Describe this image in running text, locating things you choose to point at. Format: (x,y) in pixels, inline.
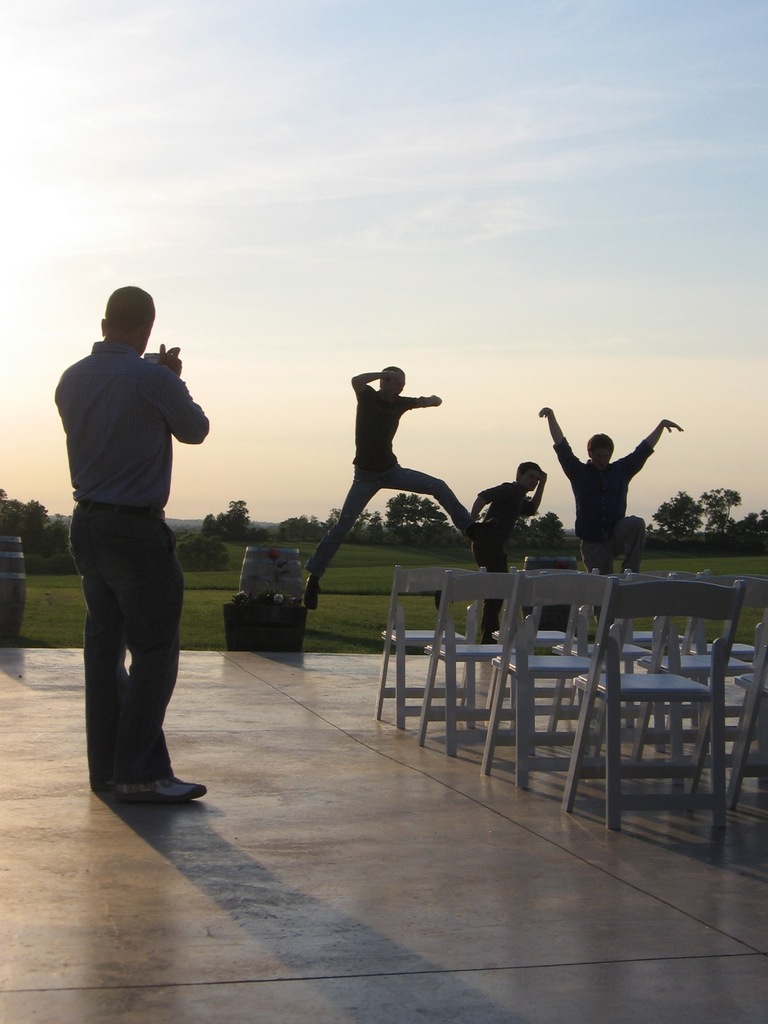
In this image i can see a person (132,328) standing and holding an object (148,355) in his hand (179,363), I can see few chairs (435,644) to the right of the image (517,586). In the background (607,519) i can see few persons (613,495) jumping, few trees (400,513), grass (349,603) and the sky (336,287).
